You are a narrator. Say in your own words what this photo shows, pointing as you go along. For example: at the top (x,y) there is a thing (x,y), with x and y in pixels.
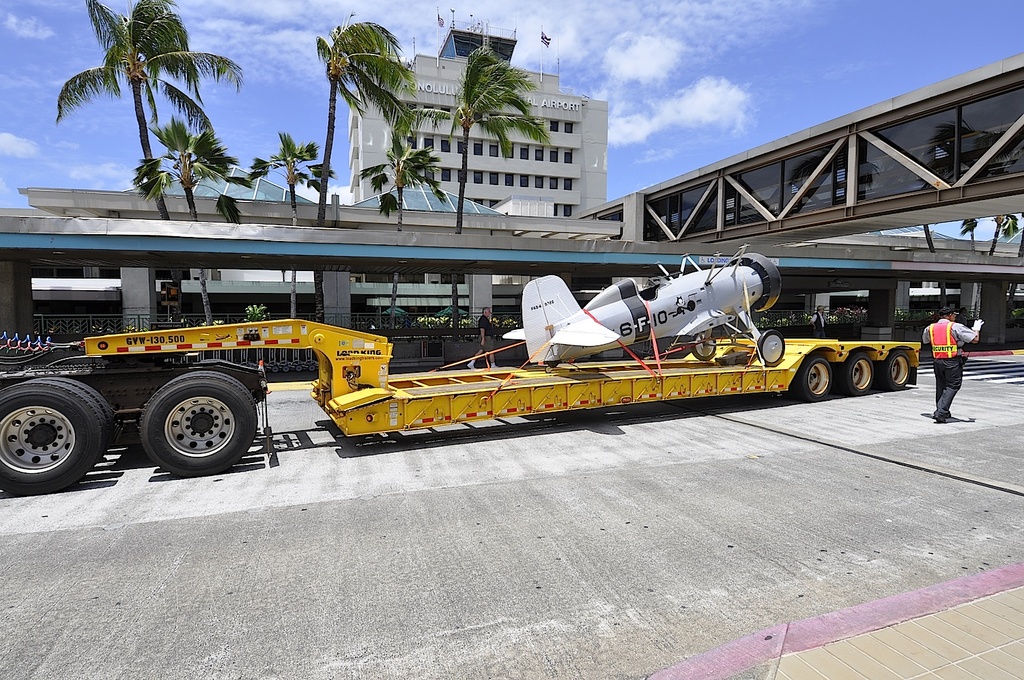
In this image there is a truck (804,365) on that truck (601,383) there is a aircraft (533,332), on either side of the truck (655,367) there are two men (490,328), in the background (460,338) there is a shelter (879,269), above the shelter (791,258) there is a bridge (718,217), behind the shelter (173,238) there are trees (398,168), behind the trees (396,168) there is a building (378,137) and the sky (291,59).
